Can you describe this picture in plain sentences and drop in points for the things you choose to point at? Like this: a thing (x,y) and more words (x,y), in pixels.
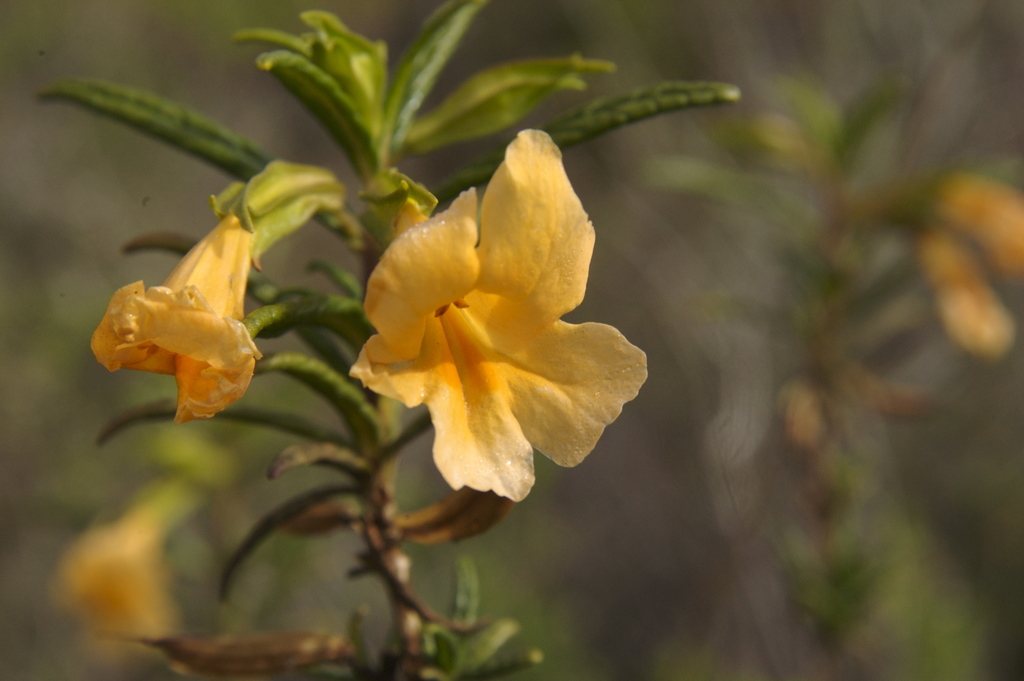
In this image we can see a plant (372,298) with flowers (531,201). In the background (880,246) the image is blur but we can see plants (876,276) with flowers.
